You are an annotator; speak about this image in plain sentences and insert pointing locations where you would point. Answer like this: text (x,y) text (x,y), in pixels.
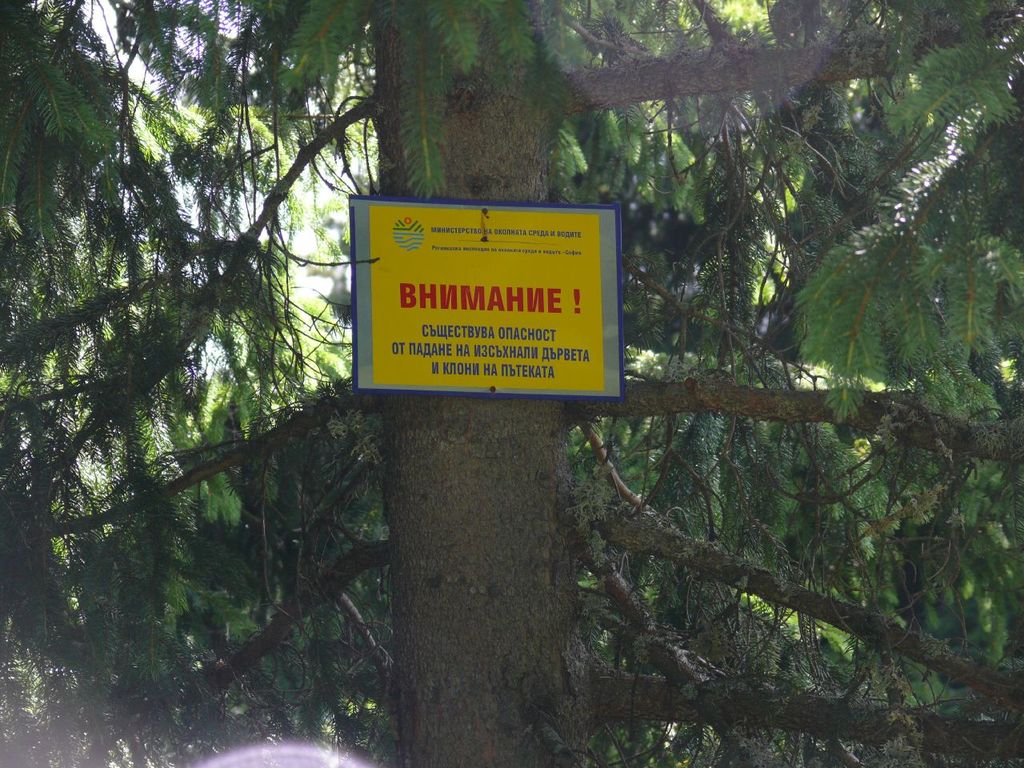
In this image I can see a tree (161,390) which is green and brown in color and to the tree (801,50) I can see a board (444,293) which is yellow, blue and red in color. In the background (288,232) I can see the sky (312,243).
